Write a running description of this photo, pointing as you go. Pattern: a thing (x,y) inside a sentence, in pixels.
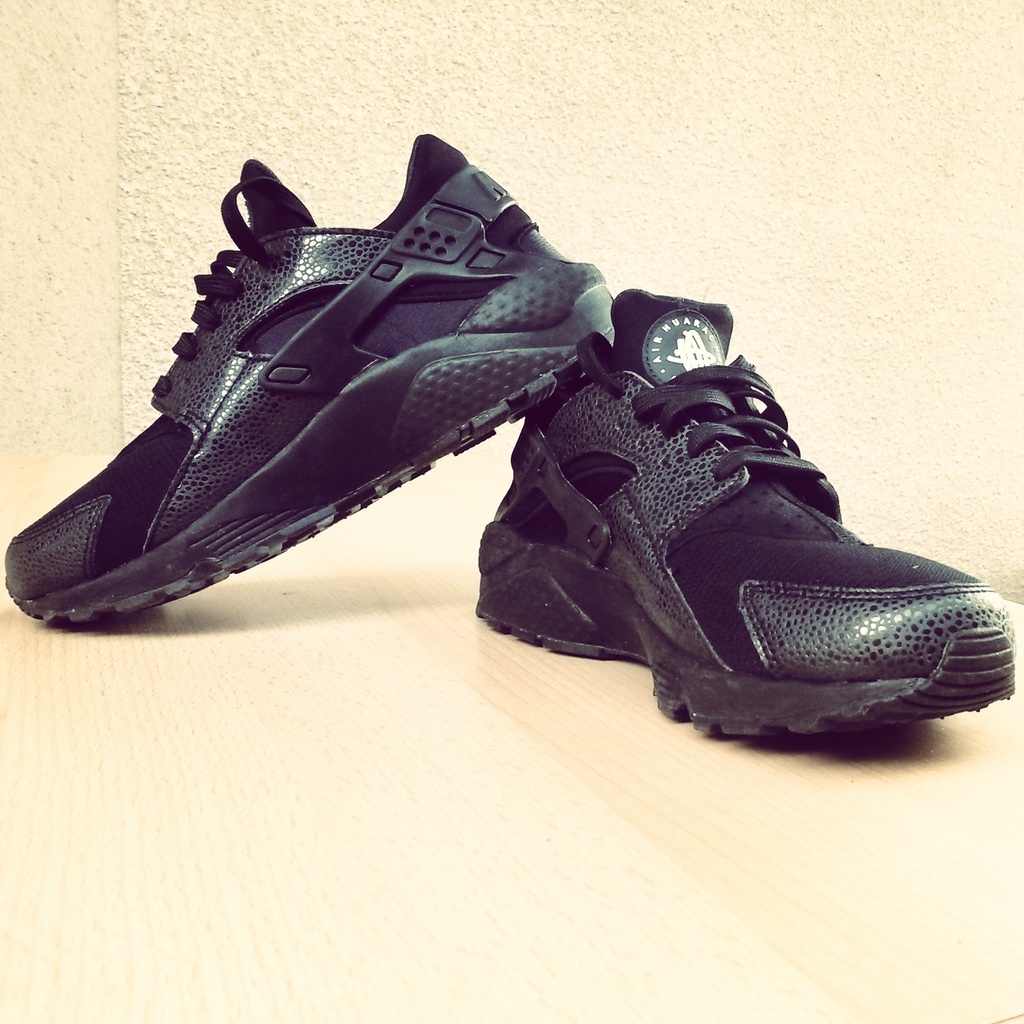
In this image we can see shoes (360,383) on the ground (428,618). In the background (355,174) there is wall (298,86).
